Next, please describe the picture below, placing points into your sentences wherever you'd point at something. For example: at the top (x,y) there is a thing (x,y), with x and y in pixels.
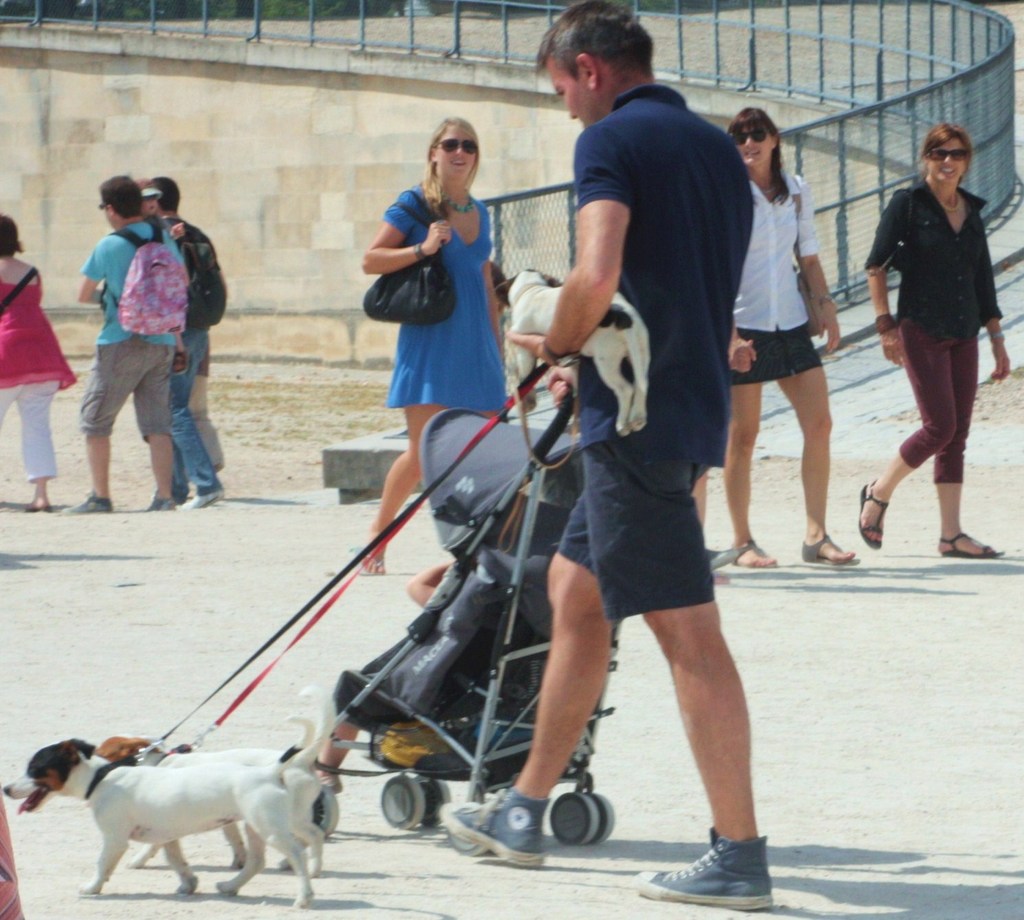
A person (612,495) is holding a puppy (608,346) also a stroller (412,702) and other two dogs (250,774) with belt (292,620) is walking. In the background (812,305) there are many people (430,251) walking wearing handbags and carry bag (164,277). Also in the background (859,69) there is a railing (386,42) and a wall (311,166).
